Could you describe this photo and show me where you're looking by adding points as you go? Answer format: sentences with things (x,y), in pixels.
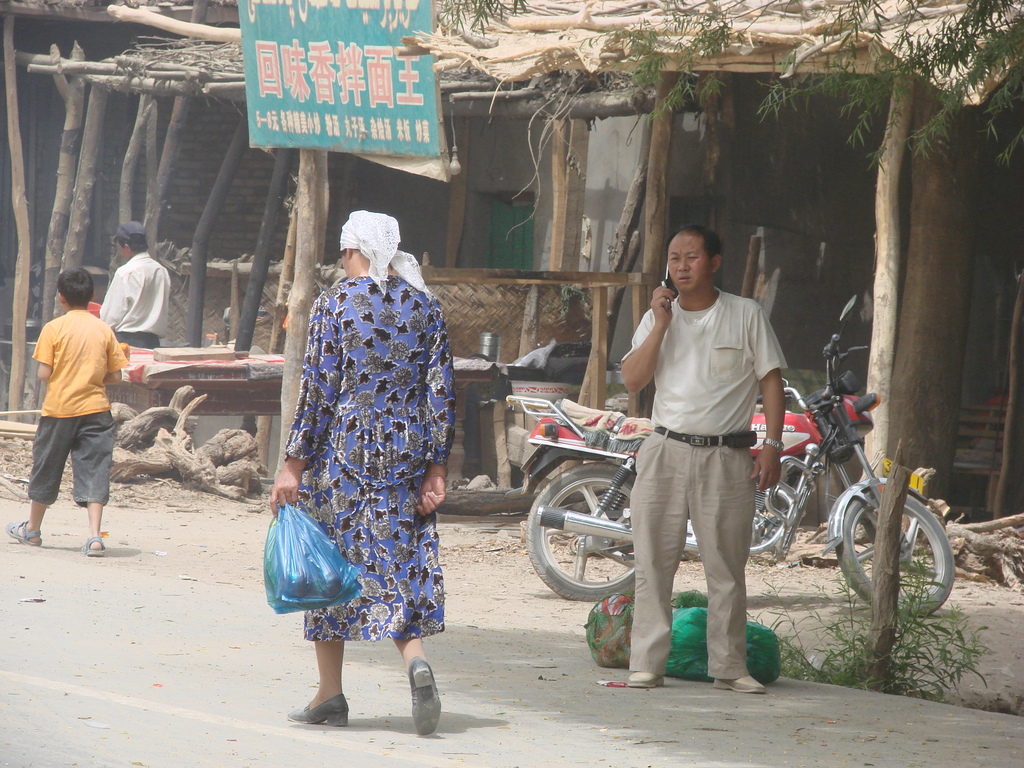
In the picture we can see a road (291,702) on it we can see a woman (295,456) walking with a cover bag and in front of her we can see a child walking and besides them we can see a man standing and talking in the mobile phone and behind him we can see a bike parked and a shed (421,229) with wooden sticks (886,127) and some board (288,34) to the shed (890,114).
